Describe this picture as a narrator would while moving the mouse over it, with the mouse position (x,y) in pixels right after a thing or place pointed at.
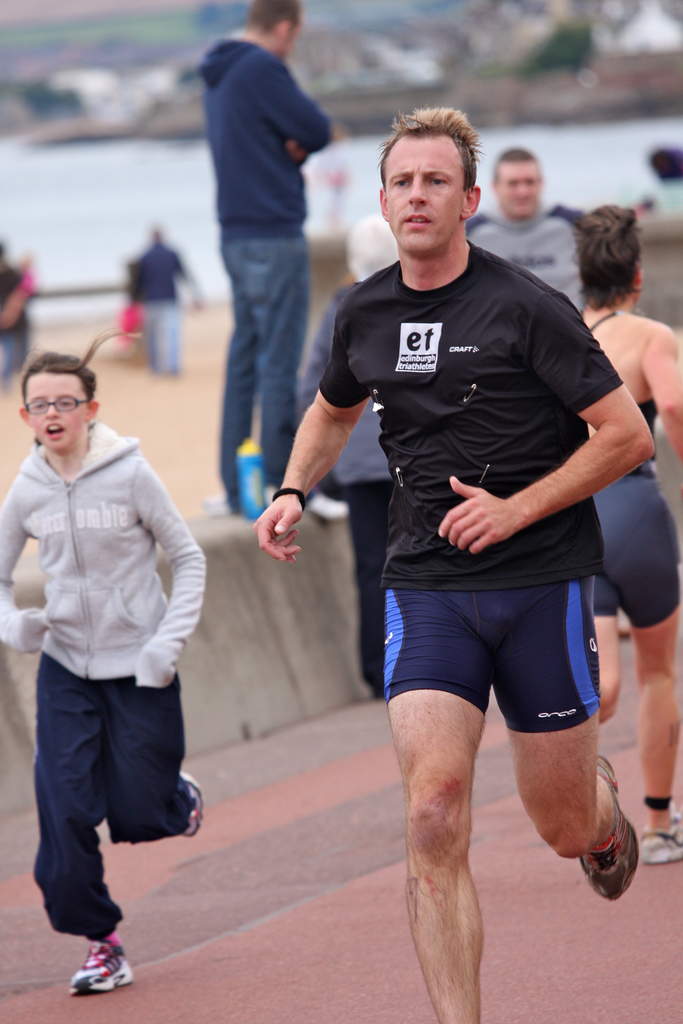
Background (558,223) portion of the picture is blurry and we can see the people (500,229). In this picture we can see a man (232,206) standing on the road divider (222,553) and we can see a bottle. On the right side of the picture (559,447) we can see the people (526,456) running on the road (374,707).
